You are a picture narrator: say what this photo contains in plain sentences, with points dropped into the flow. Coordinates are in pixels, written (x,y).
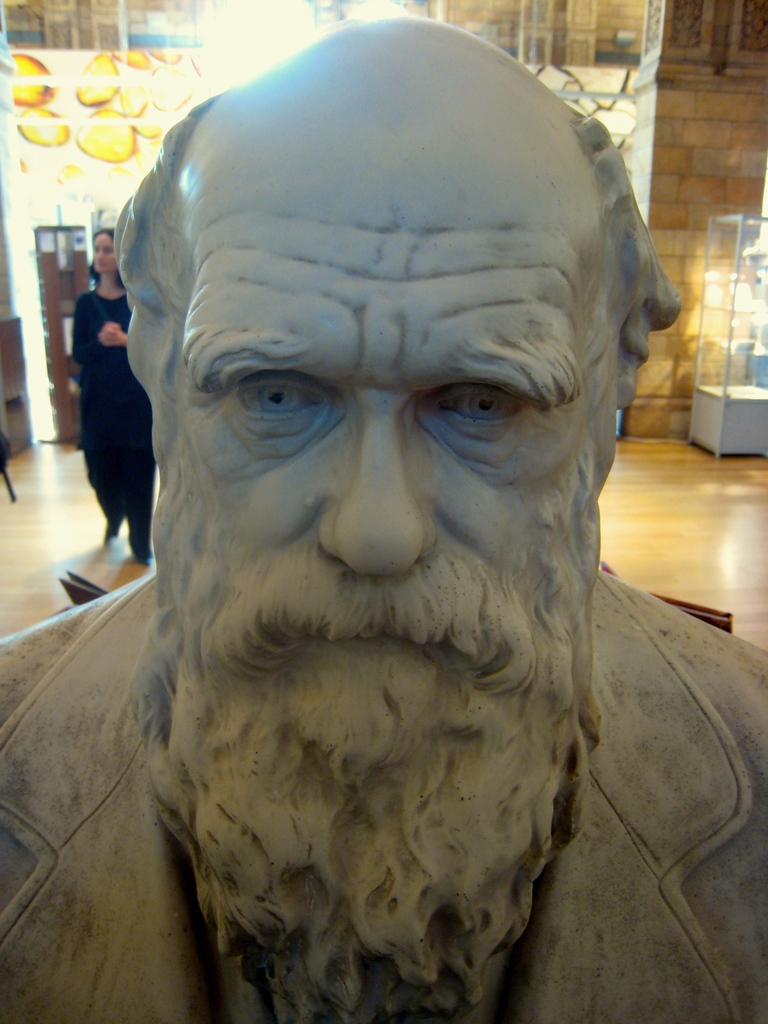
In this picture i can see a statue (318,554). In the background (101,348) i can see a woman (107,254) is standing on the floor (715,513). On the right side (729,367) i can see a glass object (726,279).
